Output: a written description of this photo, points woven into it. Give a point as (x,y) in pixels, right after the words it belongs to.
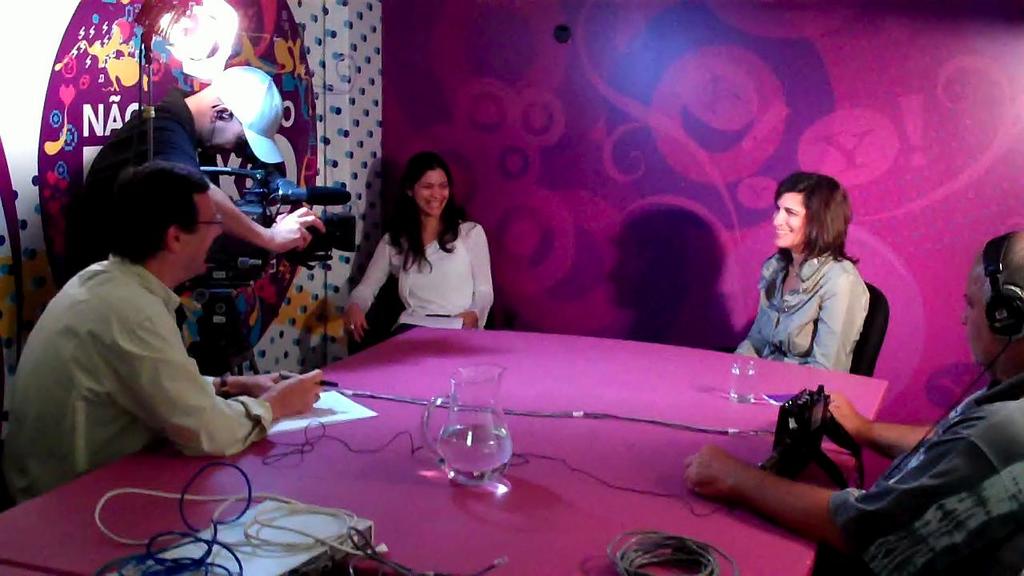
In this image I can see few persons (63,336) sitting on chairs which are black in color in front of a table (610,438) which is pink in color. On the table (464,494) I can see few wires (184,563), a paper (324,413), a jug (475,403) and few other objects (819,409). I can see a person (107,148) wearing black t shirt (161,134) and white cap (246,104) is standing and holding a camera (307,236). In the background (305,175) I can see the wall (656,74) which is pink and violet in color.
